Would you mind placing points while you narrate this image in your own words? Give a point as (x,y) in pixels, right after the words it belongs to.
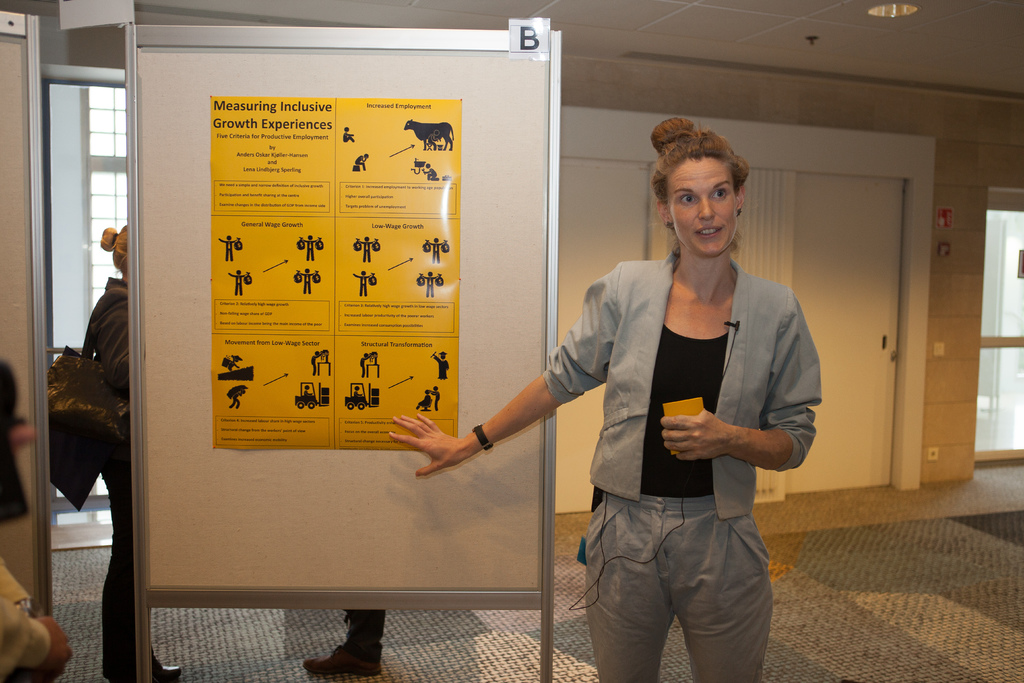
Here we can see a woman (669,454) standing by holding an object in her hand (668,424) and beside her there is a poster (248,187) on the board (184,99). In the background (60,321) there are few persons (100,305) on the left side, wall (584,85), doors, window (100,291) and a light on the ceiling (790,15).
